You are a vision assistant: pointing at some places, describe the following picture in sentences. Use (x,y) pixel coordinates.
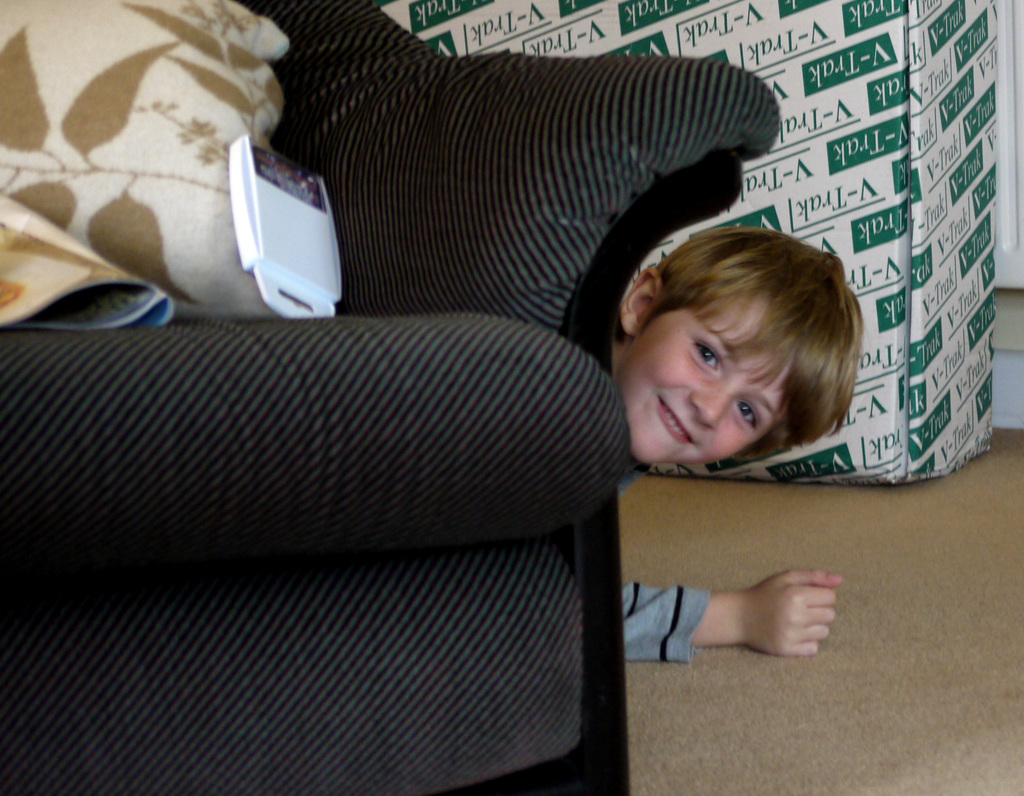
In this picture we can see a sofa (433,242) with pillows (192,180) and a device (319,190) on it and aside to this sofa (576,201) we have a boy (675,280) on ground (748,518) and he is smiling and beside to him we have a cardboard box (863,189).
